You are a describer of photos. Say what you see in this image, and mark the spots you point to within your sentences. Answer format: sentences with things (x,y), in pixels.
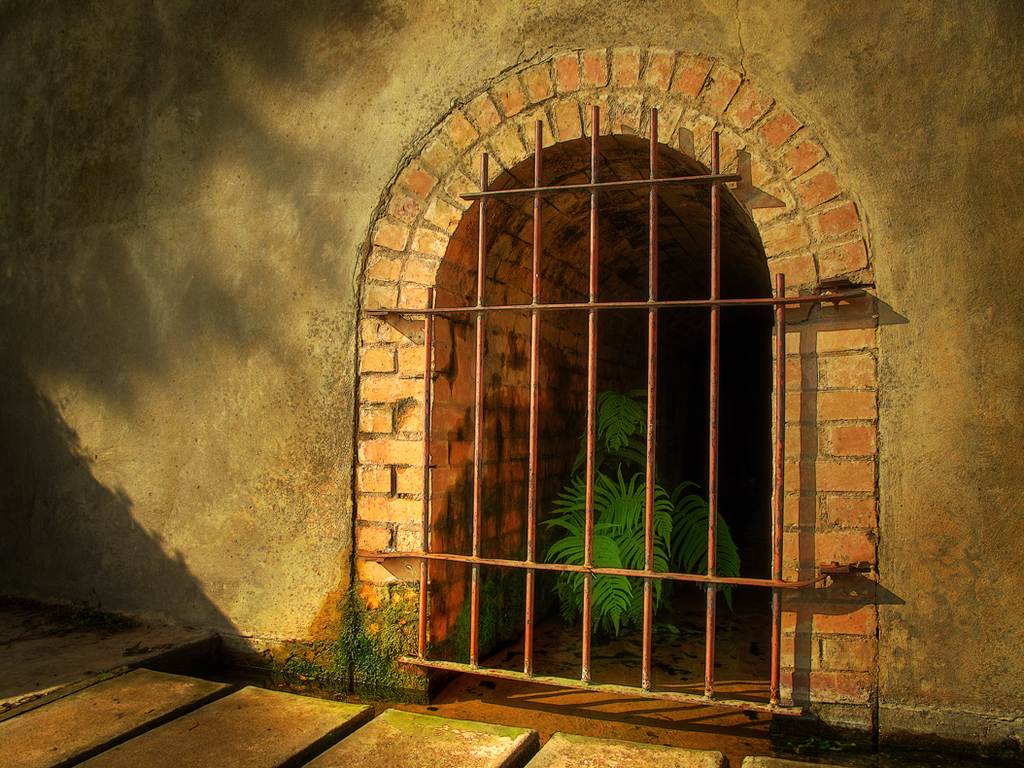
In front of the image there are wooden planks (392,740). There is a metal gate (520,412). Behind the metal gate (570,568) there is a plant (680,546). There is a wall (415,221).
